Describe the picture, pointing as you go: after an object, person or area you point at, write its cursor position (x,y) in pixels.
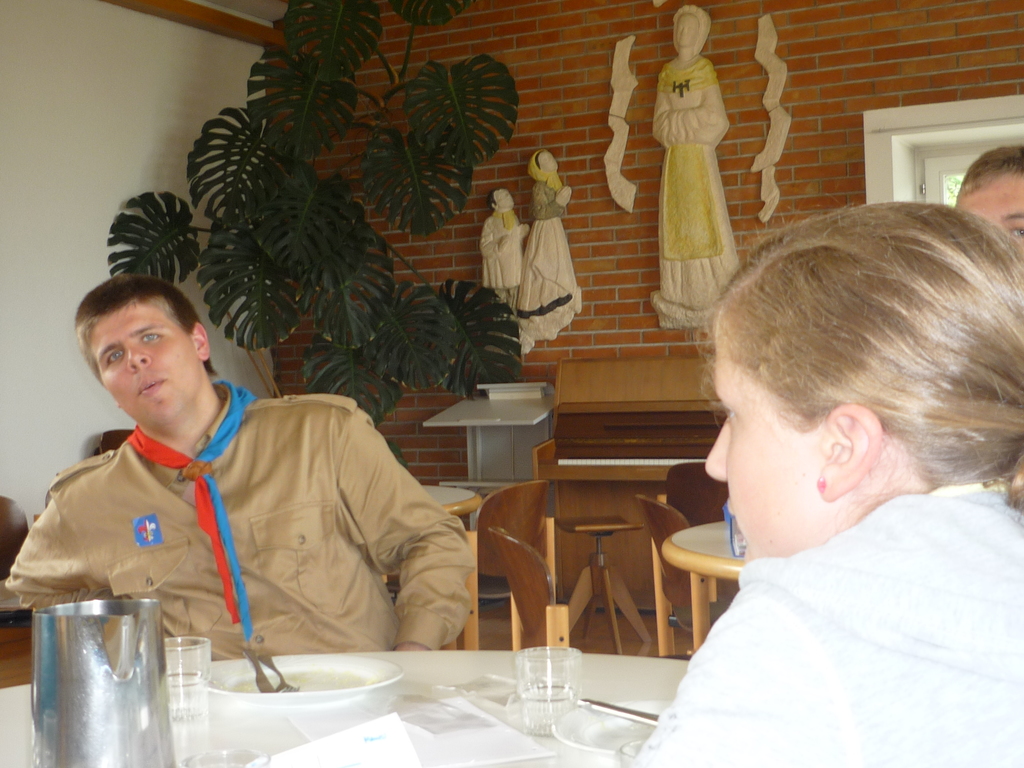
In this Image I see 3 persons (692,754) in which this boy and this girl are sitting on chairs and there is table (638,659) in front of them on which there are plates (378,695), spoons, glasses (545,653) and a jar (160,677) on it. In the background (5,543) i see the plant (436,16), wall (867,47), few more chairs (500,503) and an art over here.
